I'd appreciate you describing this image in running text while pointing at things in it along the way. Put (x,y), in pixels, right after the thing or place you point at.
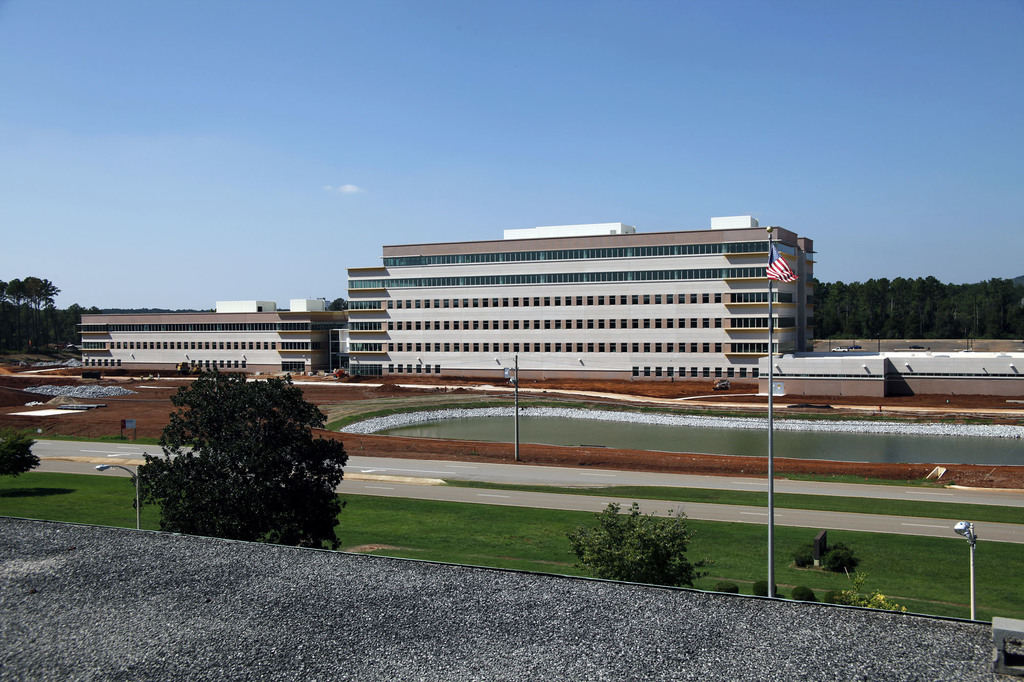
At the bottom of the picture (370,604), it is in grey color. Beside that, we see trees (621,543), light poles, flagpole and a flag (793,273) in red, white and blue color. In the middle of the picture (571,423), we see a pole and water (805,443) in the pond (790,450). In the background (478,357), there are buildings (529,335) and trees (66,319). On the left side (56,391), we see concrete stones (71,389). At the top of the picture (484,123), we see the sky (464,131).
